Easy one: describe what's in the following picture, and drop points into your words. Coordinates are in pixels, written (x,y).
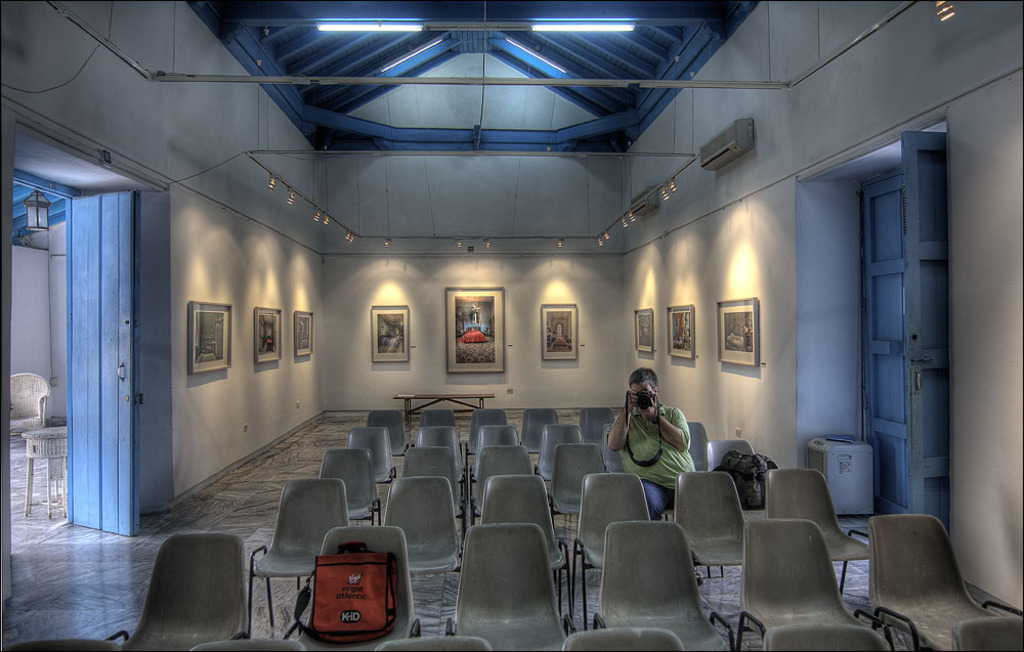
In the picture we can see a hall (96,546) with chairs (283,517) on the floor (289,452) on one chair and we can see a man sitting and capturing something with a camera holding it and to the walls (990,562) we can see some photo frames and images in it and to the other side of the walls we can see doors (871,403) which are blue in color and to the ceiling (334,132) we can see lights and outside of the door (97,493) we can see some chairs (41,417) on the floor (24,467).
